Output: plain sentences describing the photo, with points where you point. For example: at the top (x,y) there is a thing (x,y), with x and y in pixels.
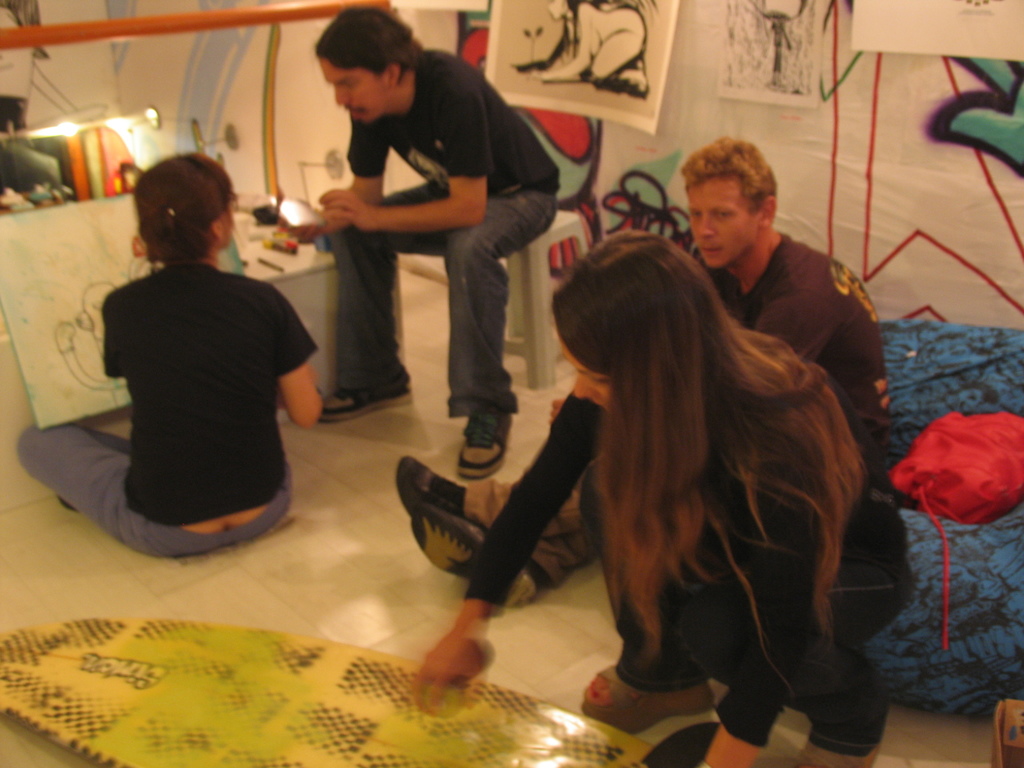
This picture describes about group of people (584,325), few are seated on the floor (513,437), and a man (499,229) is seated on the chair (530,382), in front of them we can see few paintings (80,240) and lights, and also we can see a bean bag (916,411).
